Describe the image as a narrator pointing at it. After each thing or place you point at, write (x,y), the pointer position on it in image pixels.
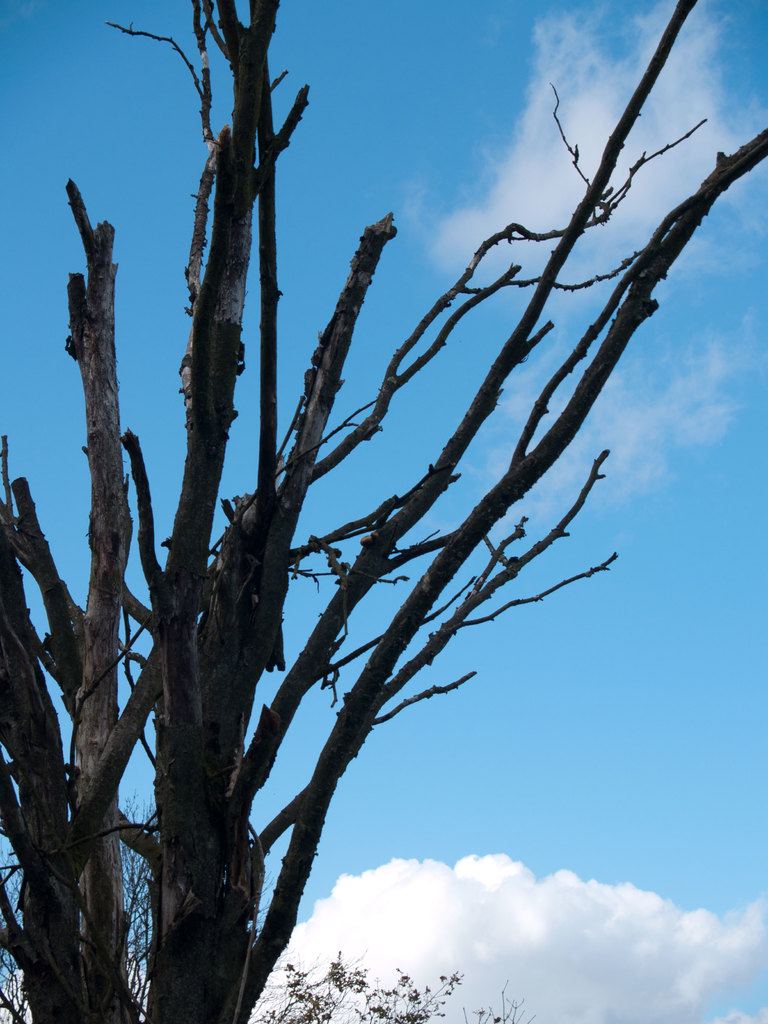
Here in this picture we can see the branches (267,655) of the tree (182,857) and we can see clouds (673,973) in the sky (315,697).
